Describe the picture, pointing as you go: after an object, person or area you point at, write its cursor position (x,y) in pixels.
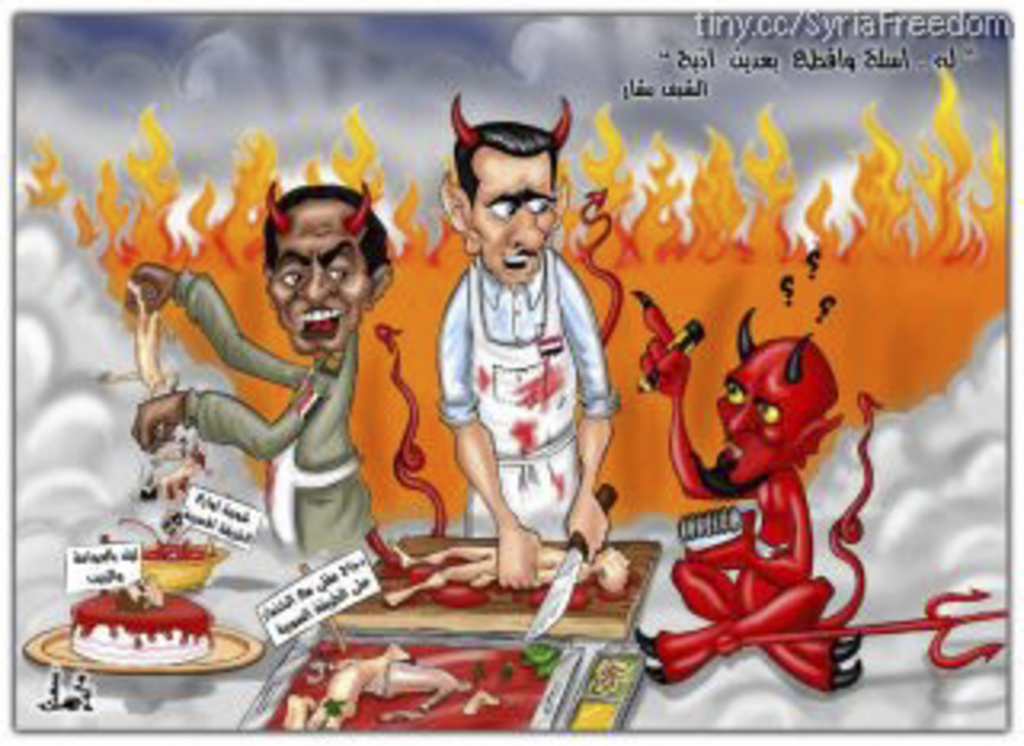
In this image we can see the poster (560,515) and there are three persons (326,303). And there is the person (523,443) holding a knife (556,603) and the other person (769,589) holding few objects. And there are plates (372,713) with meat (393,683) and there is the bowl (202,585) and plate (234,637) with some food items (176,610). And at the back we can see the fire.
